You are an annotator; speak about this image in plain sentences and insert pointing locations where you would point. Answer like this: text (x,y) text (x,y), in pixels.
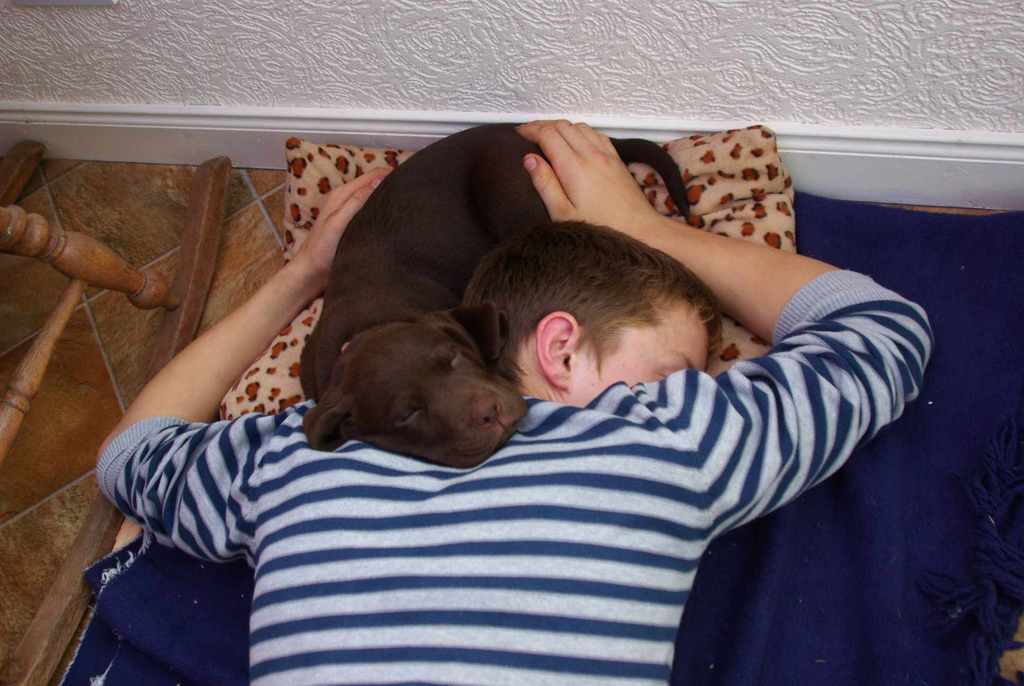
In this image, I can see a person (506,575) and a dog (460,425) lying on a pillow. There is a blanket (867,597) on the floor (78,365). On the left side of the image (153,305), I can see a wooden object (154,292). At the top of the image (138,59), there is a wall (464,59).
